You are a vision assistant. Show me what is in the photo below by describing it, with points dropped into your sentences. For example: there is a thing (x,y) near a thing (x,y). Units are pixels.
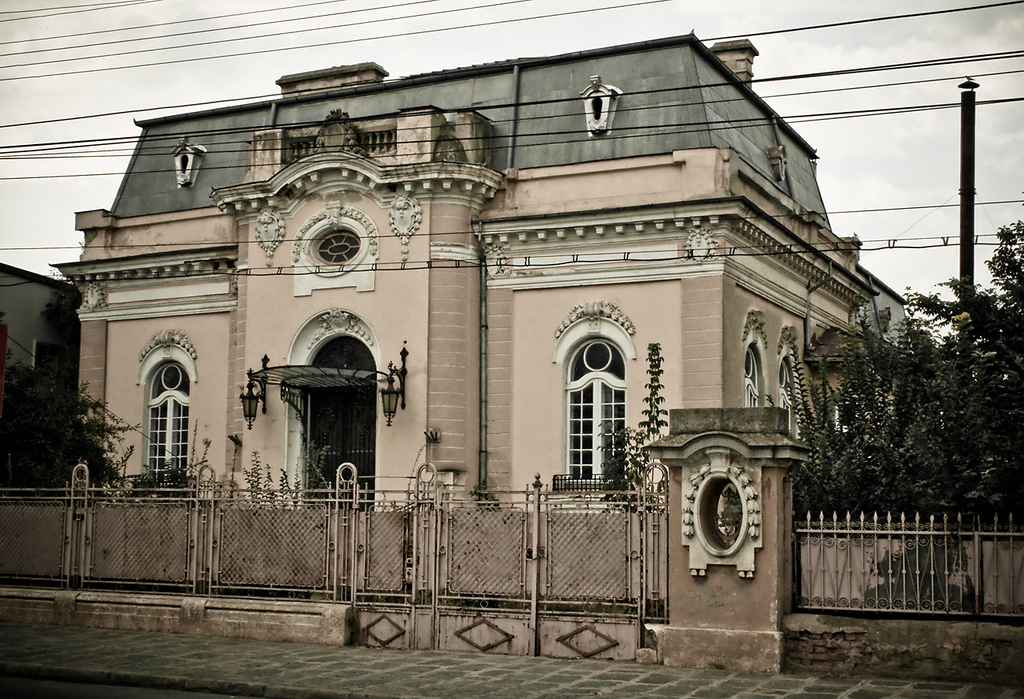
In this image I can see a building (433,400), a fence (485,534), a pole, trees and wires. In the background (331,8) I can see the sky (346,46).
